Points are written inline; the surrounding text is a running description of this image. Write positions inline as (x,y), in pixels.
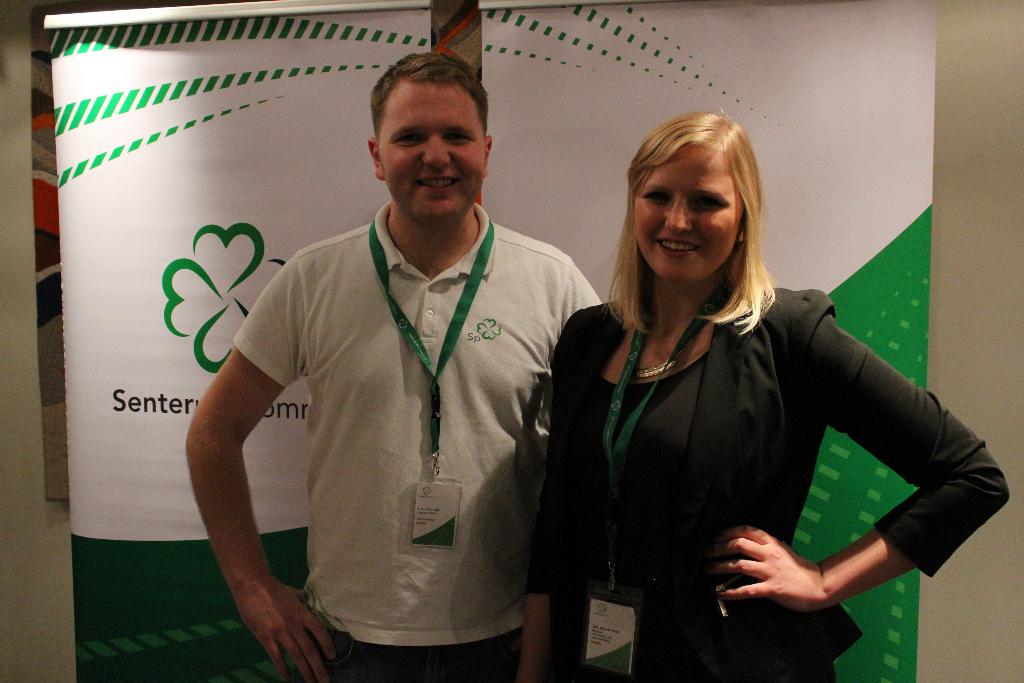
In the image we can see a woman (712,459) and a man (513,394) standing. They are wearing clothes (677,469) and identity card (425,361), they both are smiling. Behind them there are posters (501,49) and a wall (978,240).
